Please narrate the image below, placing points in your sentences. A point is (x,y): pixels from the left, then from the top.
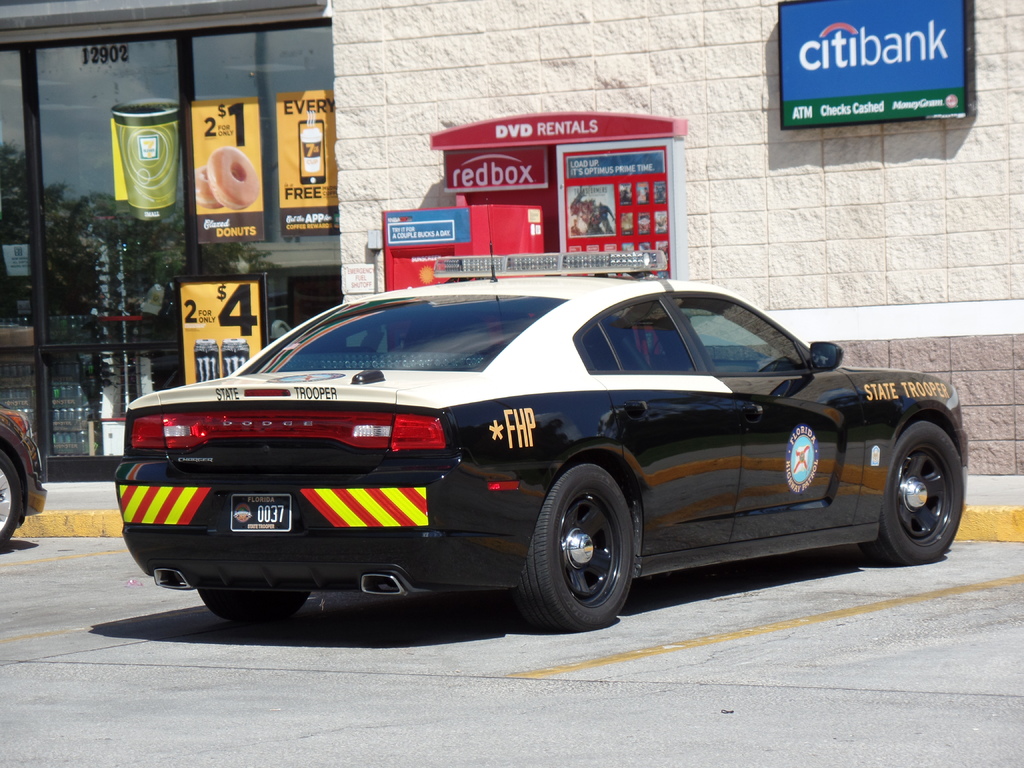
In this picture we can see two vehicles (244,500) on the path (398,730). There are a few boards (843,105) on the wall (410,120). We can see posters (313,135) on the glass (21,177). There are numbers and a few objects (18,359) in the building (84,220).
